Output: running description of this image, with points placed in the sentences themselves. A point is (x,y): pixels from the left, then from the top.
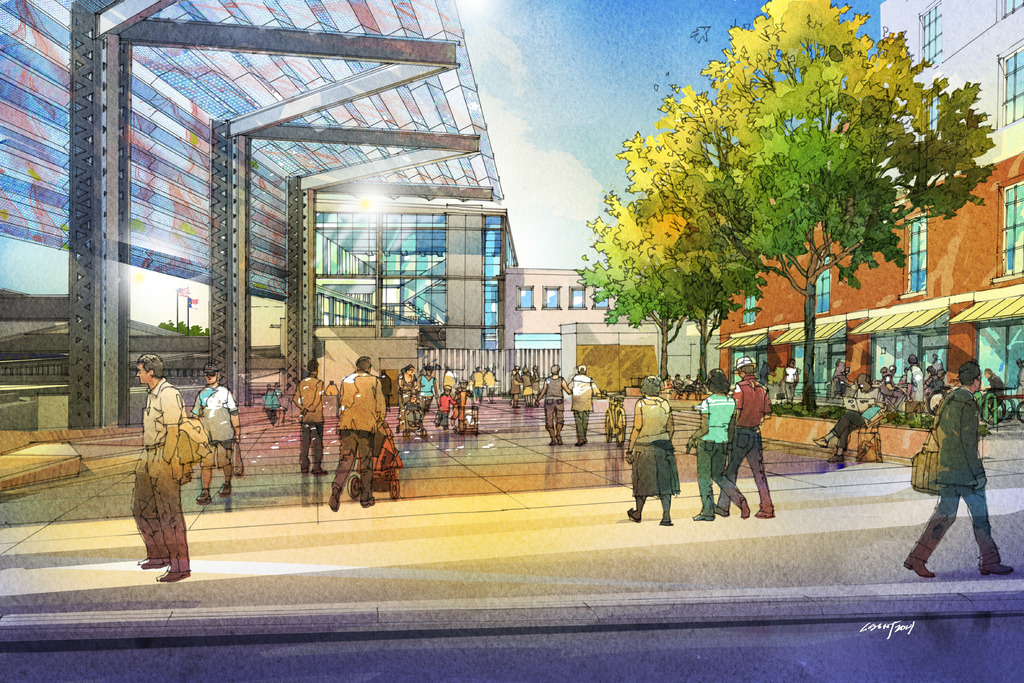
In this picture we can see a painting (524,379), in the painting (403,384) we can find group of people (731,435), few buildings (405,247) and trees (728,232).
